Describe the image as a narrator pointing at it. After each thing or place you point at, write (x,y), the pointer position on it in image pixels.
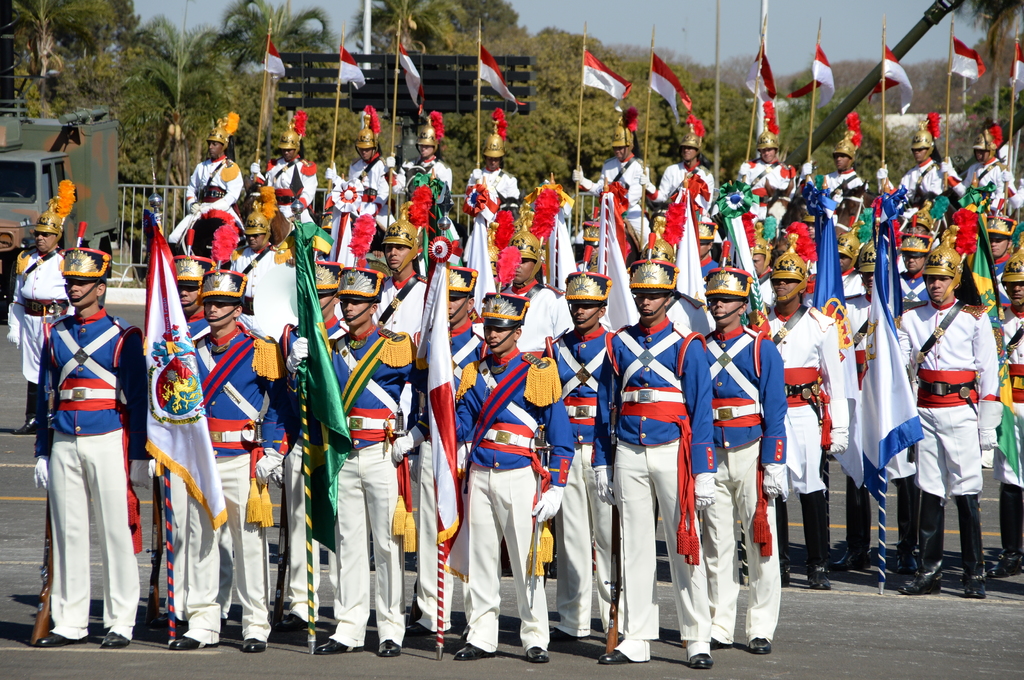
Here there are few people (241,366) wore the same uniform (103,395) and standing on the ground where few are holding flags (184,471) and guns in their hand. In the background (43,243) there are few people (52,230) standing on the ground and few are sitting on horse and everyone wore the same uniform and holding flags (552,184) in their hands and every one has helmets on their heads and we can also see a vehicle (29,218), fence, poles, name board (466,80), trees (219,107) and sky (579,8).
